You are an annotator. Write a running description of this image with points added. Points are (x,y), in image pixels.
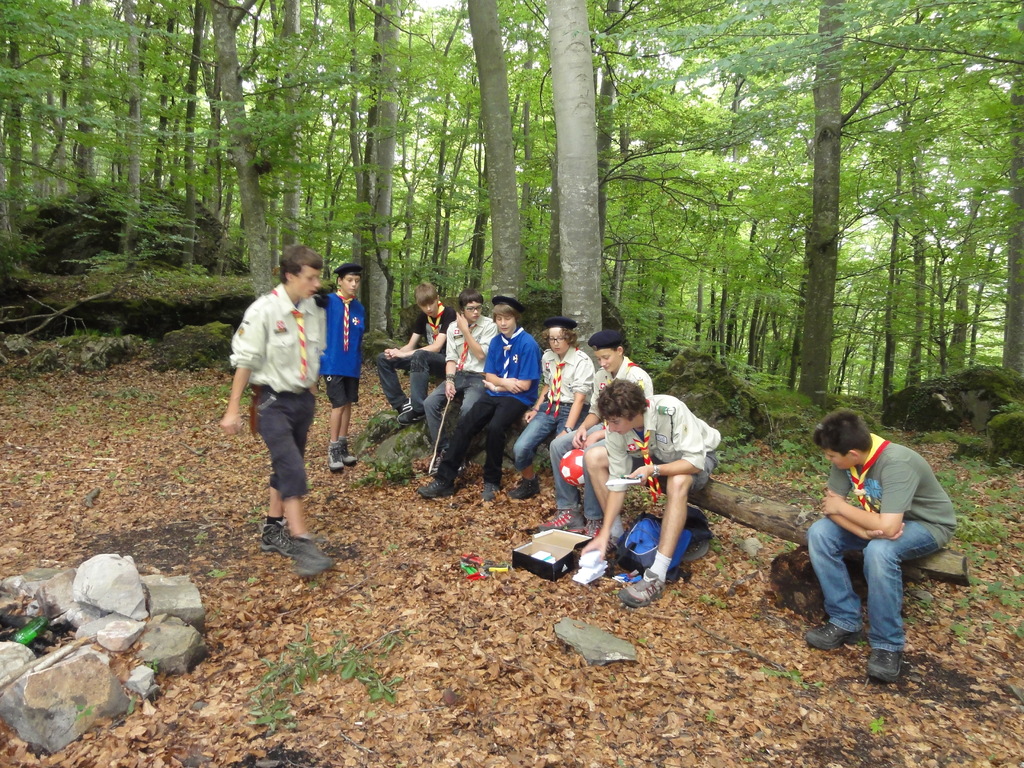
In this image I can see the group of people (293,428) with different color dresses (342,354). I can see few people (482,430) are sitting on the wooden log (711,507) and two people (271,377) are standing. I can see the box (543,537) and some objects (589,563) on the ground (405,672). To the left (157,665) I can see the stones (94,665). In the background (921,268) I can see many trees (594,255) and the sky (626,46).
